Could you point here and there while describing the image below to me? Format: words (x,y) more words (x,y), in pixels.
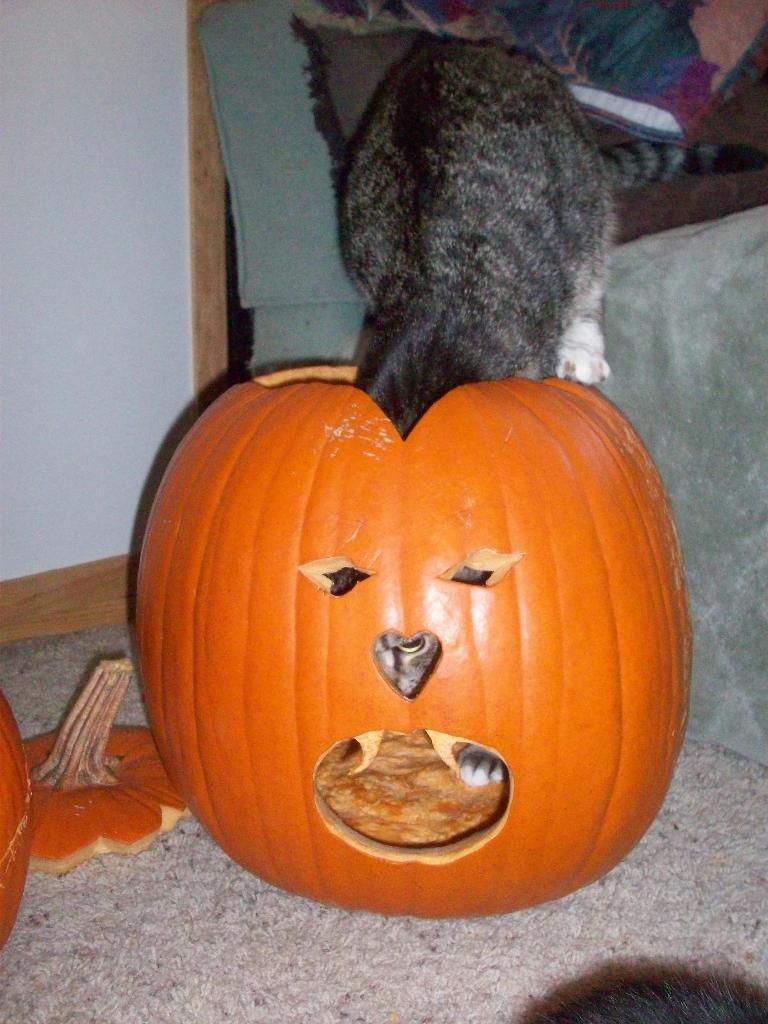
This picture contains carved pumpkin (463,632). The cat (487,284) in black color is entering into the carved pumpkin (449,677). Behind that, we see a sofa (696,371) in grey color. On the left side (131,263), we see a wall (99,364) in white color.
